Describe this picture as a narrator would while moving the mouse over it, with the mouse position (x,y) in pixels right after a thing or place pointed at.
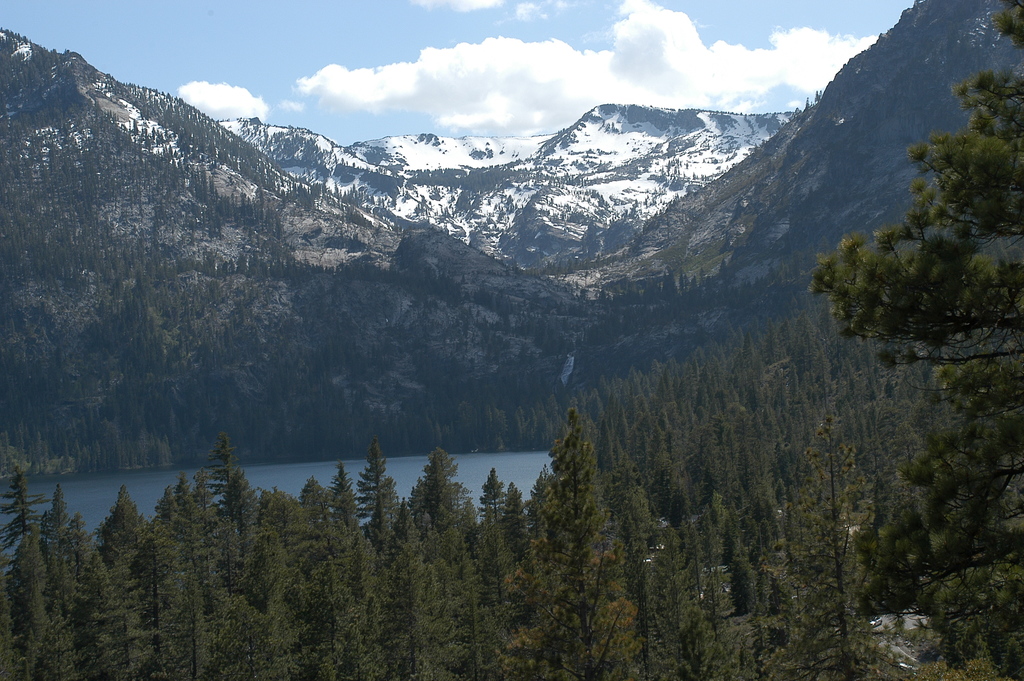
In this image there are trees (419,538), behind the trees (428,481) there is a river (474,483), behind the river (474,483) there are mountains (491,207). At the top of the image (490,64) there are clouds (449,71) in the sky (482,33).
